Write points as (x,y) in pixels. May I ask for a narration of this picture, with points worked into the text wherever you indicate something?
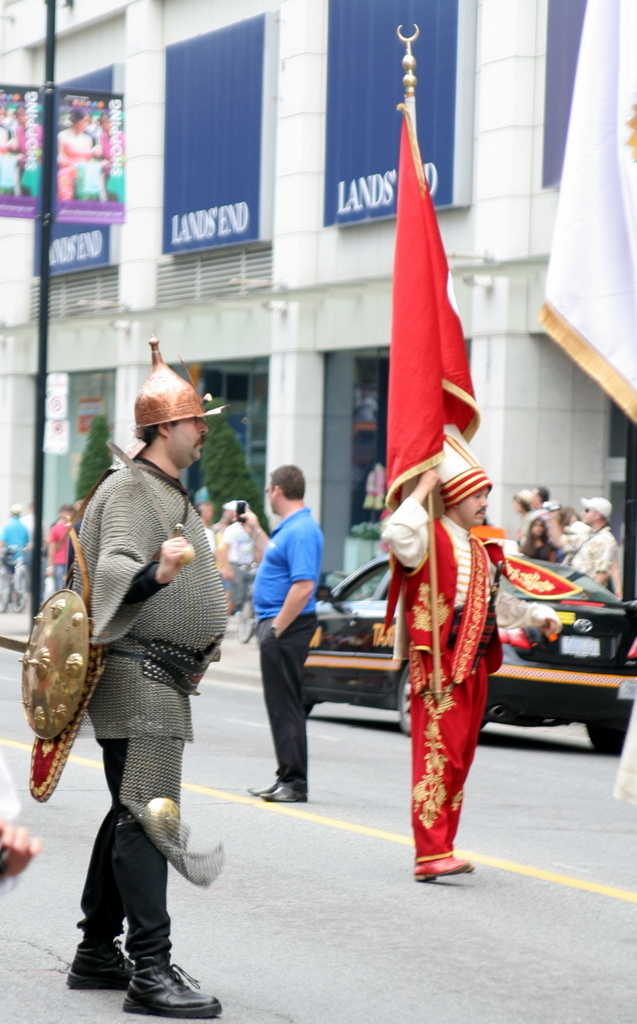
In this image, in the front (219,579) there are persons (207,616) standing and holding objects (437,635) in their hands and on the right side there are persons (571,549), there is a building (297,309) and on the building (298,198) there is a fence (192,260) and there are boards (363,190) on the building (308,212) with some text (219,222) written on it and in the center (355,605) there is a car (537,650) moving on the road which is black in colour and there is a man (450,639) wearing a red colour dress (445,619) holding a flag (426,369). On the left side (41,363) there is a pole (44,374) which is black in colour.
